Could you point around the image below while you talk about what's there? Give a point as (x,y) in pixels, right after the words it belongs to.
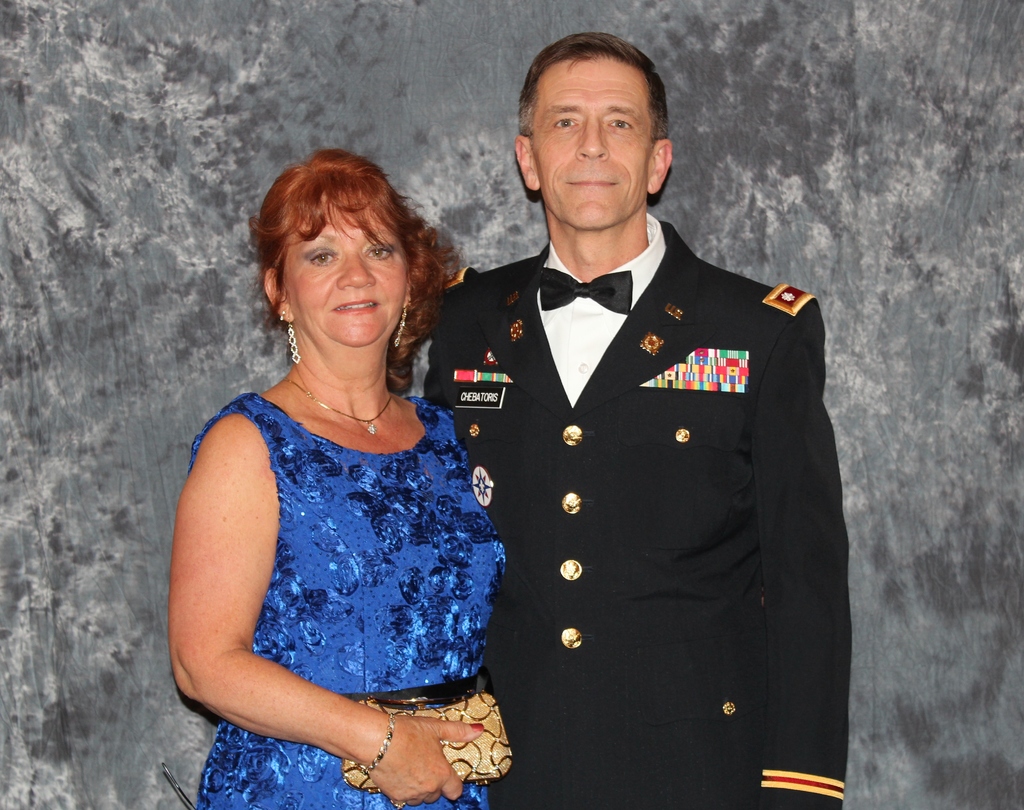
In this image, we can see two persons (808,337) on the gray background. There is a person (354,448) on the left side of the image (288,439) holding a money bag (432,698) with her hand (427,759).
